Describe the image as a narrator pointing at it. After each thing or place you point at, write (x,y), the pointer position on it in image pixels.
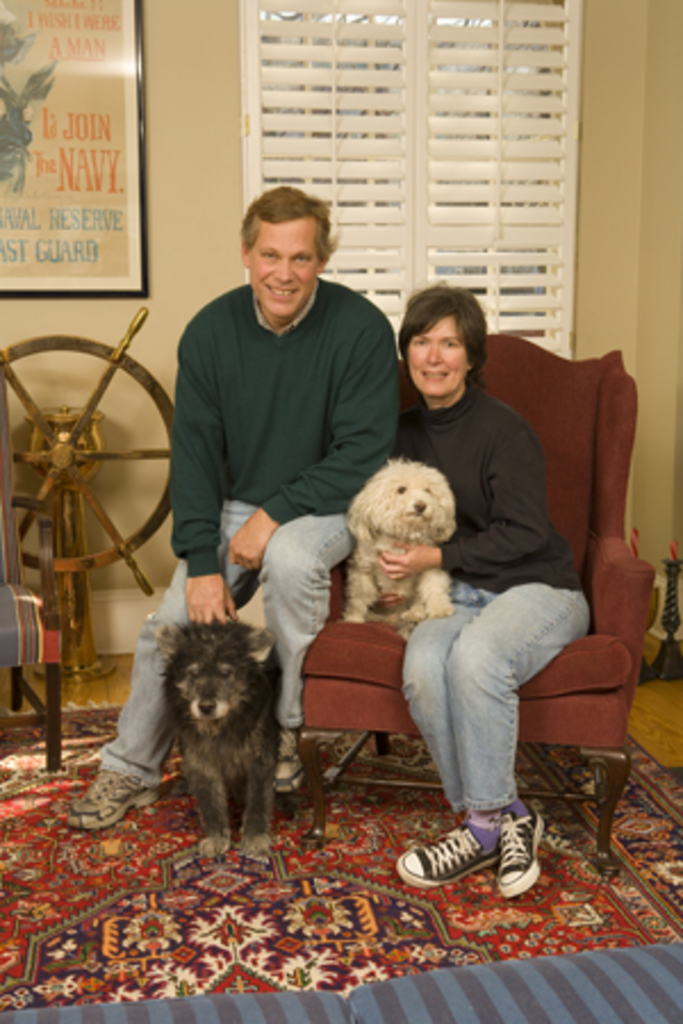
In this picture we can see there are two persons (275,635) and dogs (354,596). On the floor (349,907) there is a carpet (322,850). On the left side of the image (65,562), there is an object (41,527). Behind the people (228,433) there is a window (280,152), wall (204,121) and a photo frame (79,152).
